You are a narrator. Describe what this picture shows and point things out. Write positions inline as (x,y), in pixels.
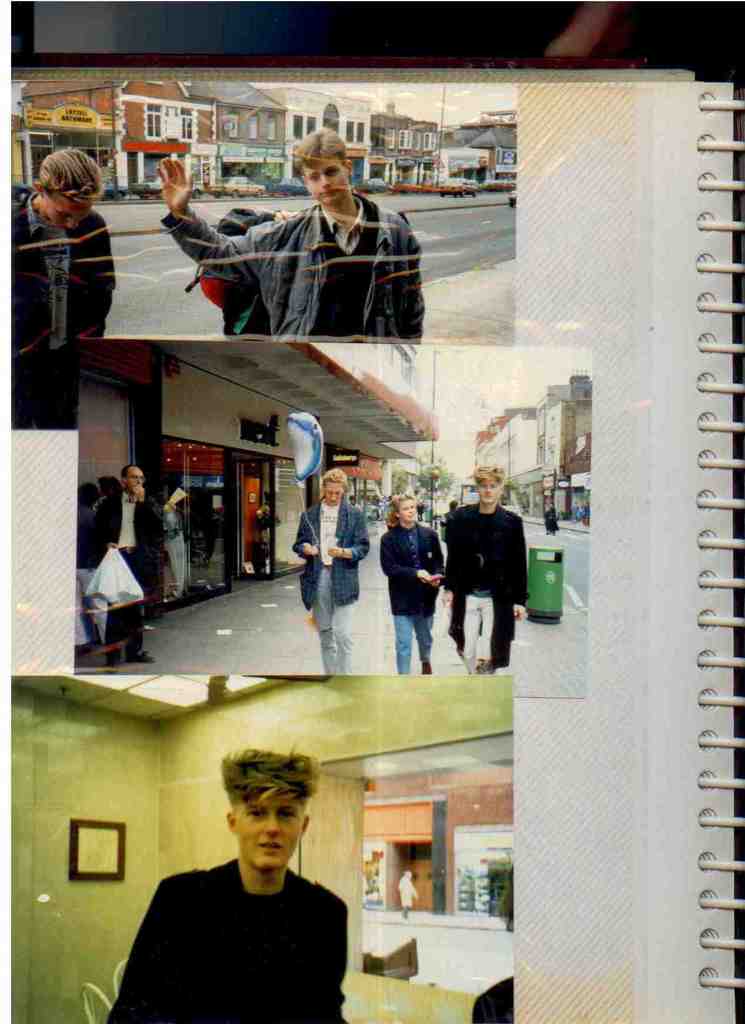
In this image, we can see there is a page (603,806) of an album (662,728) having three photos (263,86). In these three photos (491,301), we can see there are persons (431,560), buildings (478,158), vehicles (443,186) on a road (449,211), there are poles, trees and there are clouds (427,114) in the sky (427,114).
